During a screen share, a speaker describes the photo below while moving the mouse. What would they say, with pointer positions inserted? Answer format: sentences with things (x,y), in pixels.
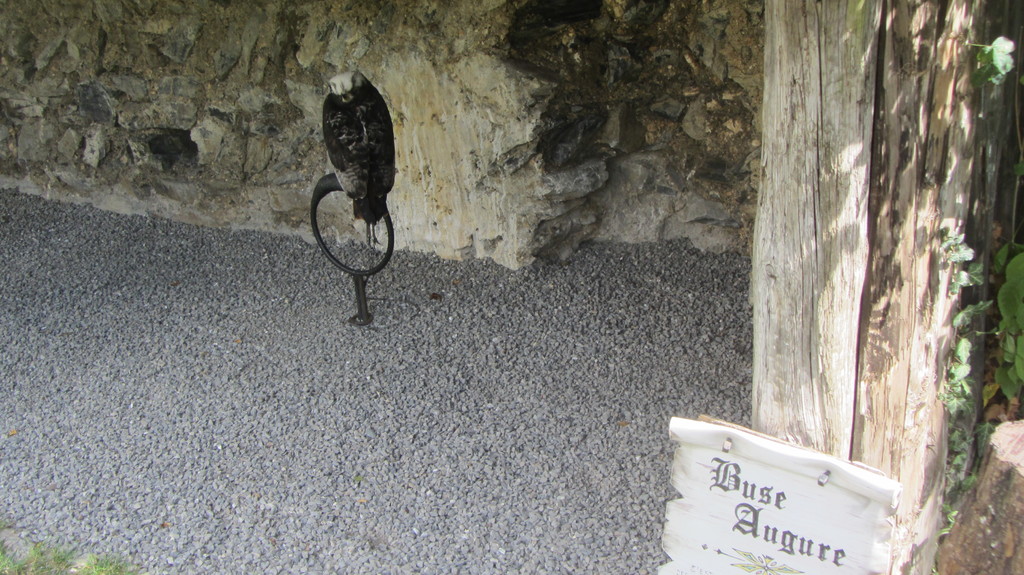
Here in this picture we can see a bird (350,153) present on a thing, which is present on the ground (109,381) and on the right side (698,439) we can see a board (734,436) present on the trunk (837,278) of a tree (803,21) and we can also see some grass (113,567) present on the ground (133,548).
